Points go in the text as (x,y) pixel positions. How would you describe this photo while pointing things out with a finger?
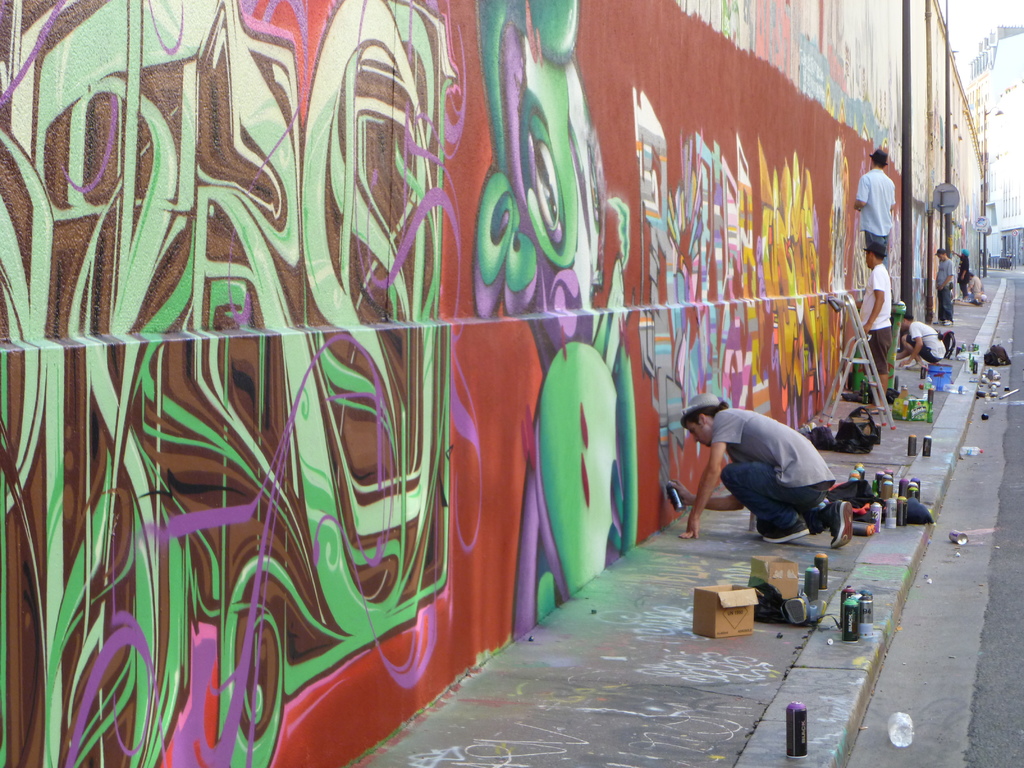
In this image there are a few people (763,415) doing graffiti (409,327) on the wall (506,285). Beside them on the pavement (527,672) there is a ladder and there are some objects (856,526). There are poles (932,219), boards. In the background of the image (1003,157) there are buildings (998,176).
